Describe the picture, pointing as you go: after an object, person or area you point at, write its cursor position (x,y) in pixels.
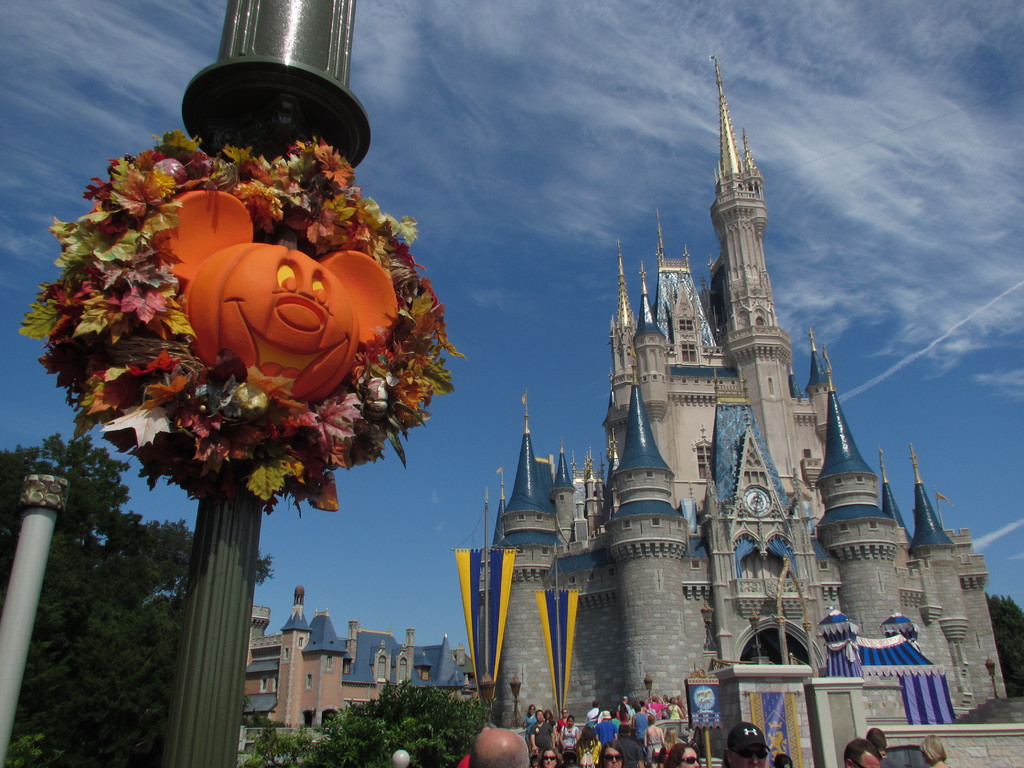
On the left side (304,371) there is a mickey mouse shape (305,340) in orange color to the pole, at the bottom (603,741) there are people (627,748) are walking on this fort (683,528) and on the left side (138,647) there are trees (145,638). At the top (558,102) there is the sky (491,175).
